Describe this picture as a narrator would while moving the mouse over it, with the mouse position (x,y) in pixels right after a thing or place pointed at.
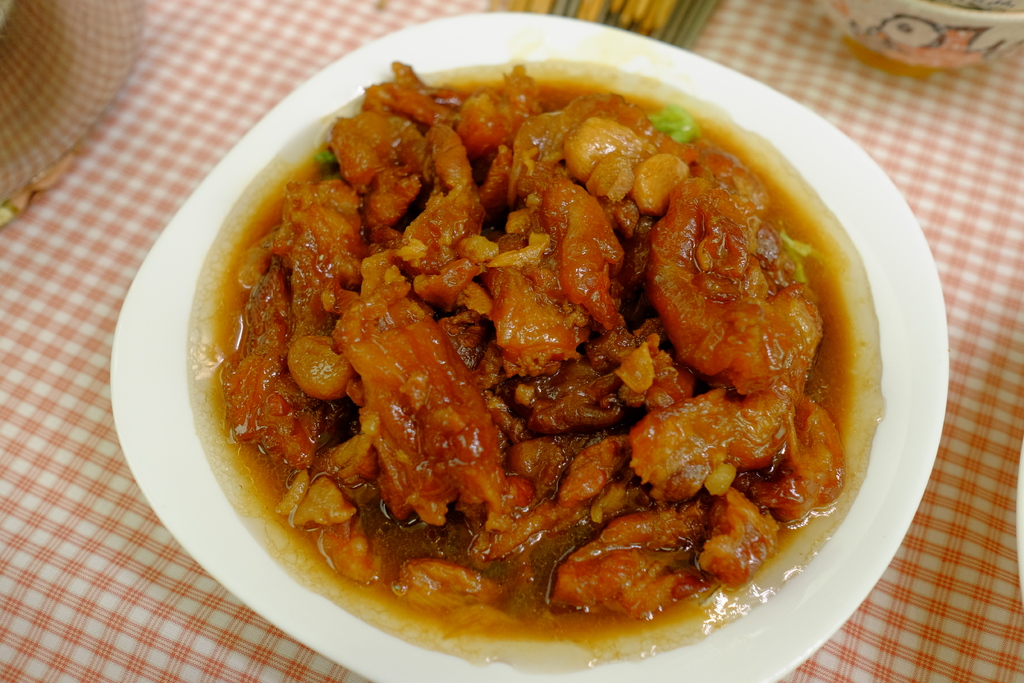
In this image there is a food item (477,370) on a plate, the plate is on top of a table (146,577).
